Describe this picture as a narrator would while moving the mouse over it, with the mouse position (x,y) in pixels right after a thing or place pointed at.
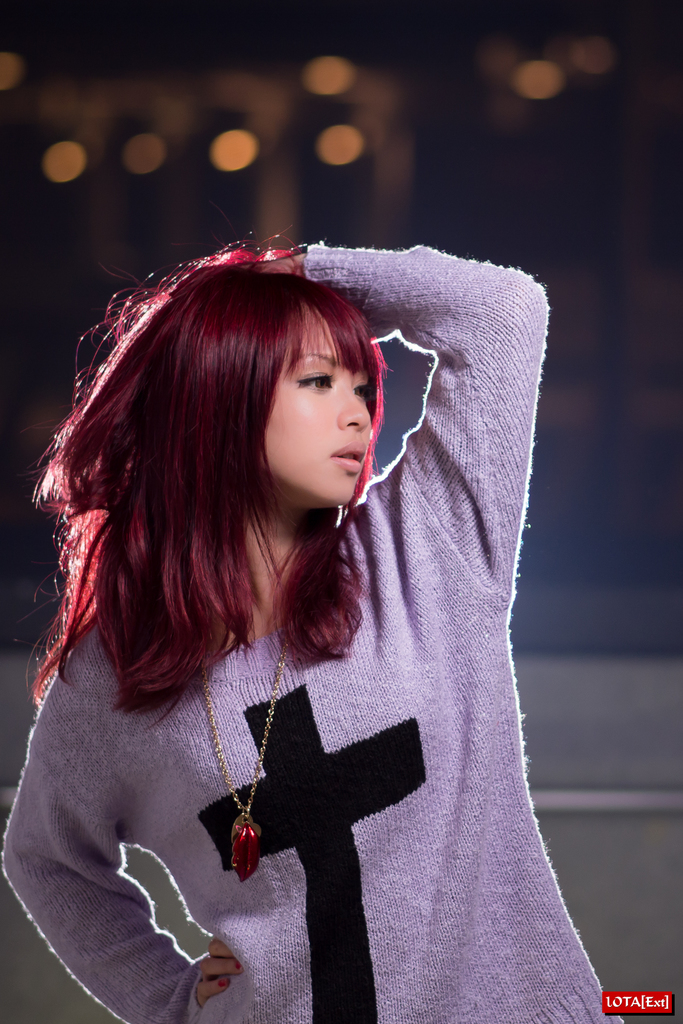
In this image we can see a woman (450,704) wearing a chain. At the bottom (613,995) we can see some text (649,993). In the background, we can see some lights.
